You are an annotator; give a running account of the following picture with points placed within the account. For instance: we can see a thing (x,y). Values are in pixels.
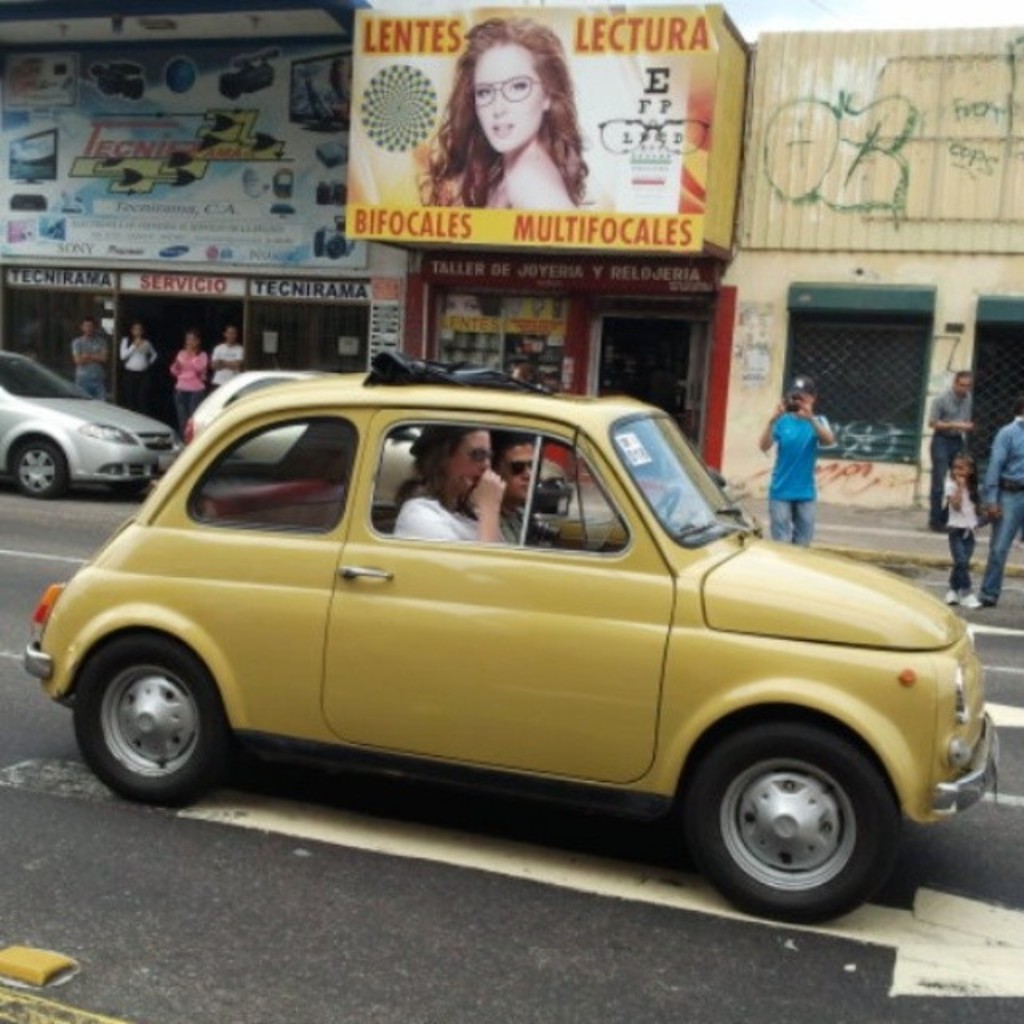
There is a car (310,412) on road (1008,854) which was driven by man (504,535) and woman (494,515) on the other side there is a poster (702,35) of woman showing and at the corner there are few other cars (138,476) standing.
